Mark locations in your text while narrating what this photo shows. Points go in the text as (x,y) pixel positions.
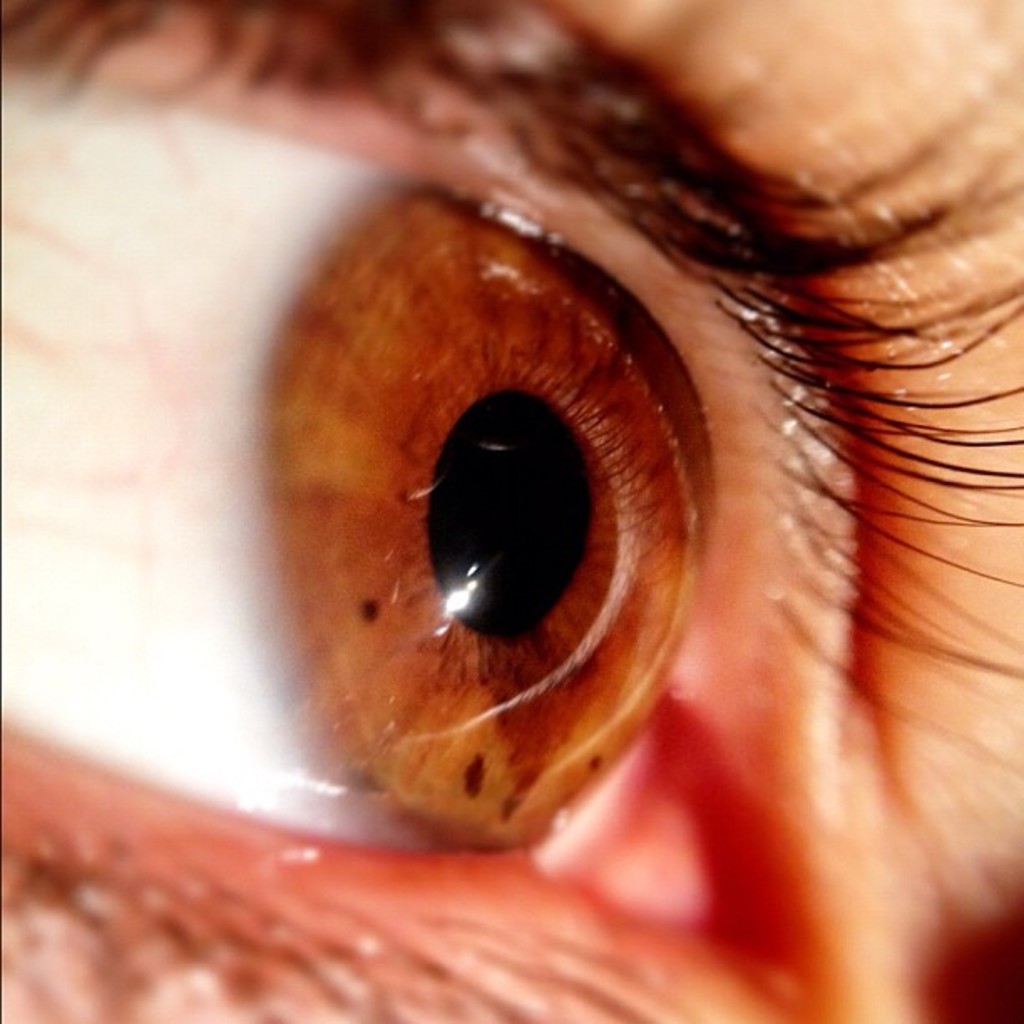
It is a zoomed in picture of some persons eye (350,535).
